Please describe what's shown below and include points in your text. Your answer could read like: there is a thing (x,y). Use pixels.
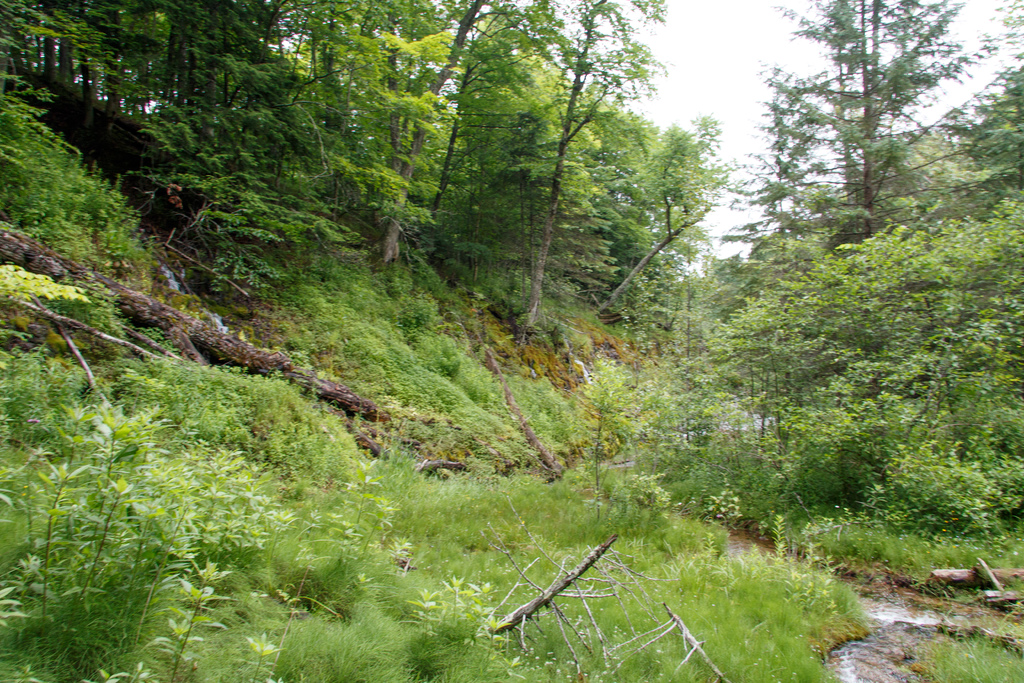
In the image the whole land (315,350) is covered with plants (581,314) and trees (401,94) all over the place and above its sky (683,81).
